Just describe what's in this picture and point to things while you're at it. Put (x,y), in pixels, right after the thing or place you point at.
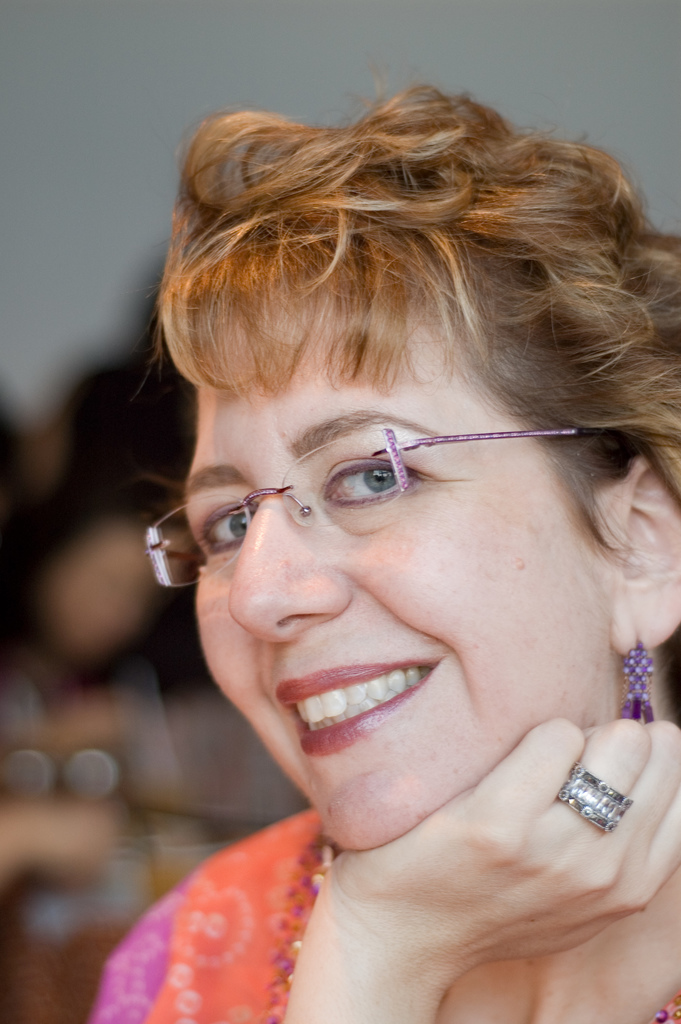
There is a woman (236,286) smiling and wore spectacle (395,451). In the background (459,48) it is blur.
